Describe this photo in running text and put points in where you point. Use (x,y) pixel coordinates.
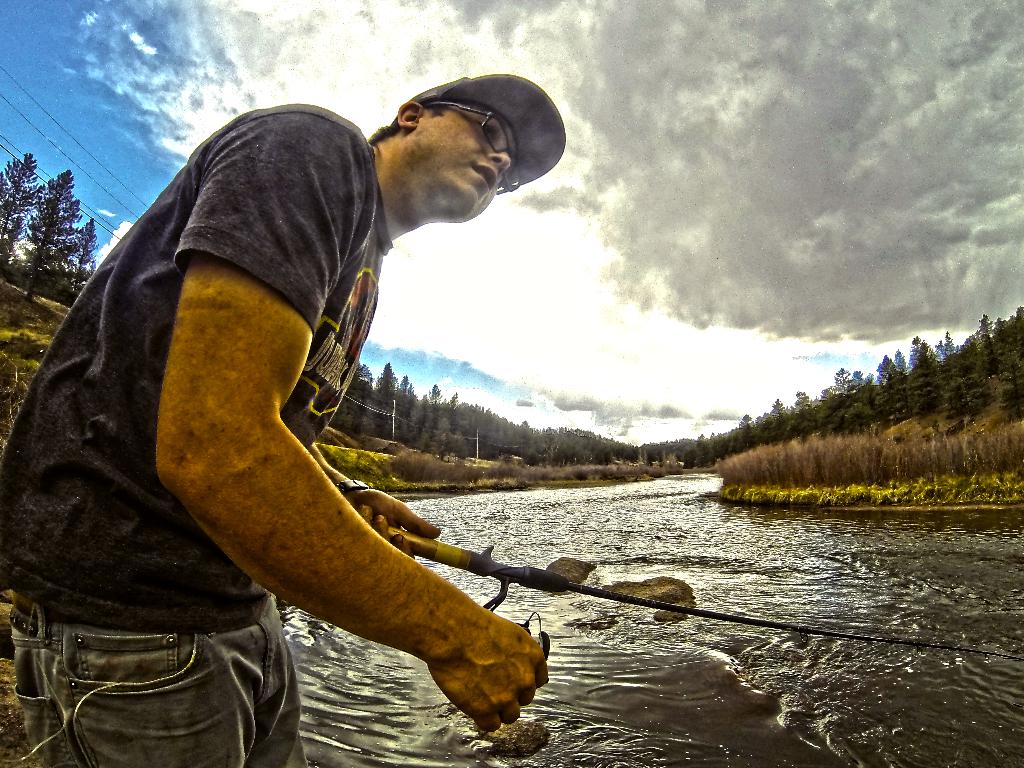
In this picture we can see a man (134,688) wearing black color t-shirt (300,230) holding a fishing stick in the hand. Behind we can see the beautiful view of the river (660,566) with trees (422,444) surrounded the river (592,523). Above we can see blue sky (623,422).
